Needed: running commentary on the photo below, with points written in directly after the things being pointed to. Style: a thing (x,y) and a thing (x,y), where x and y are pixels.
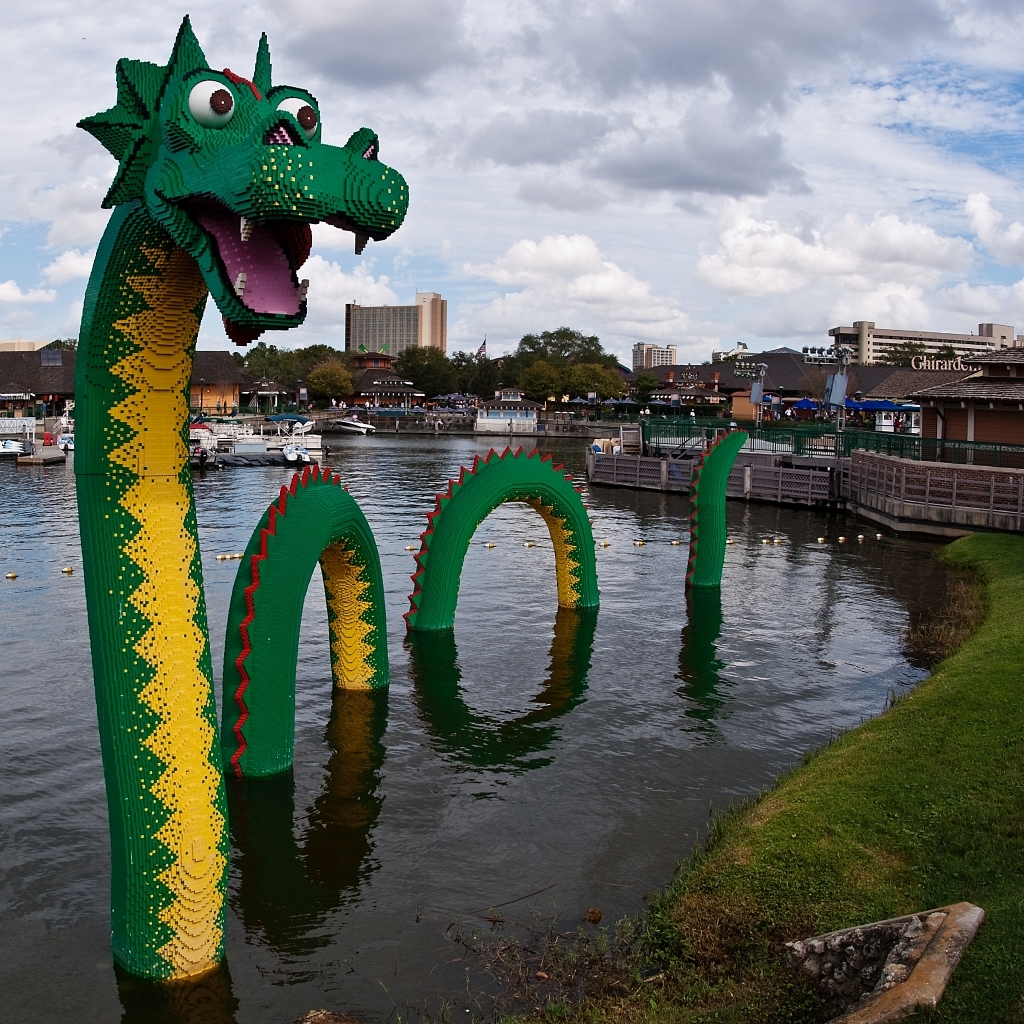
In this image I can see few buildings (638,353), trees (598,365), fencing (921,441), sky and few ships (303,451) on the water surface (461,464). I can see the toy animal (134,268) in the water (659,510).
